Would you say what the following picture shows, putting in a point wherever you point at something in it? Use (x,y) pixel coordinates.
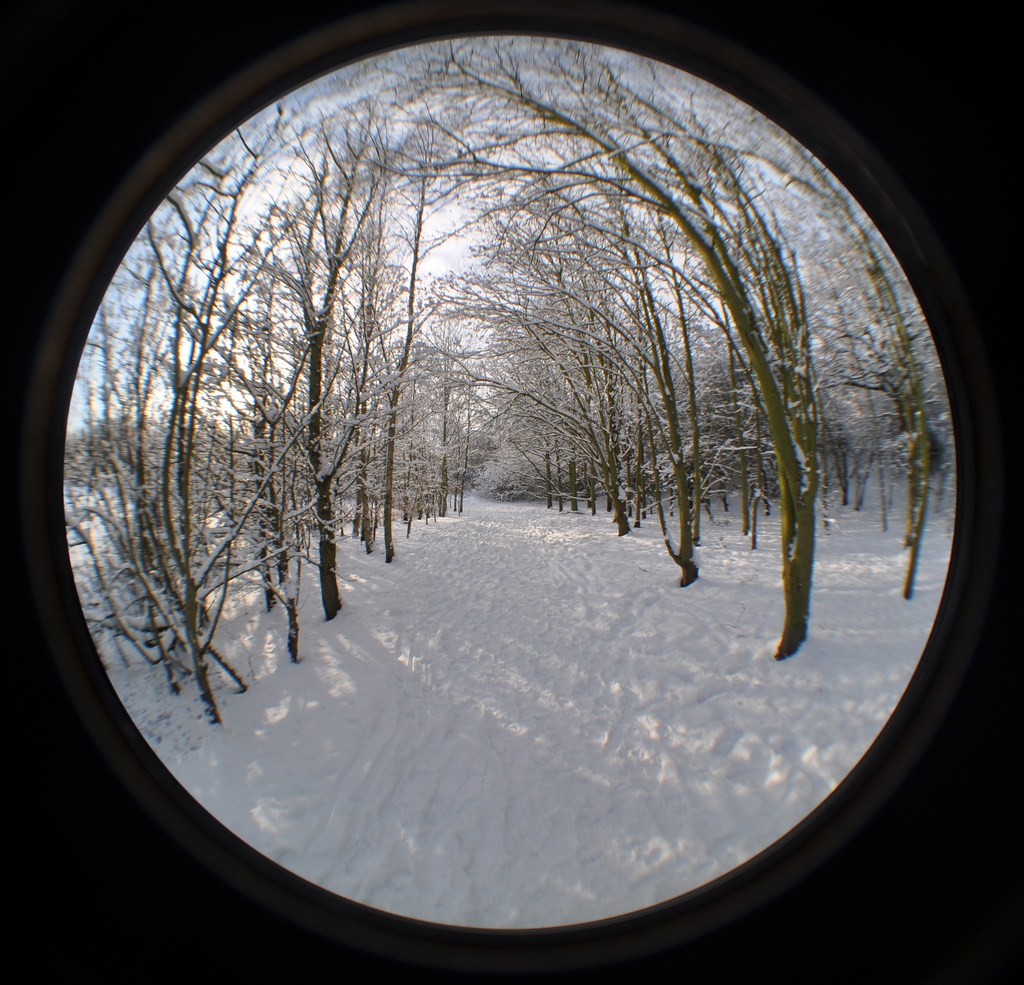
In the picture we can see a hole (481,697) from it we can see a snowy surface (758,726) and trees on it which are dried and behind it we can see sky (516,128).
